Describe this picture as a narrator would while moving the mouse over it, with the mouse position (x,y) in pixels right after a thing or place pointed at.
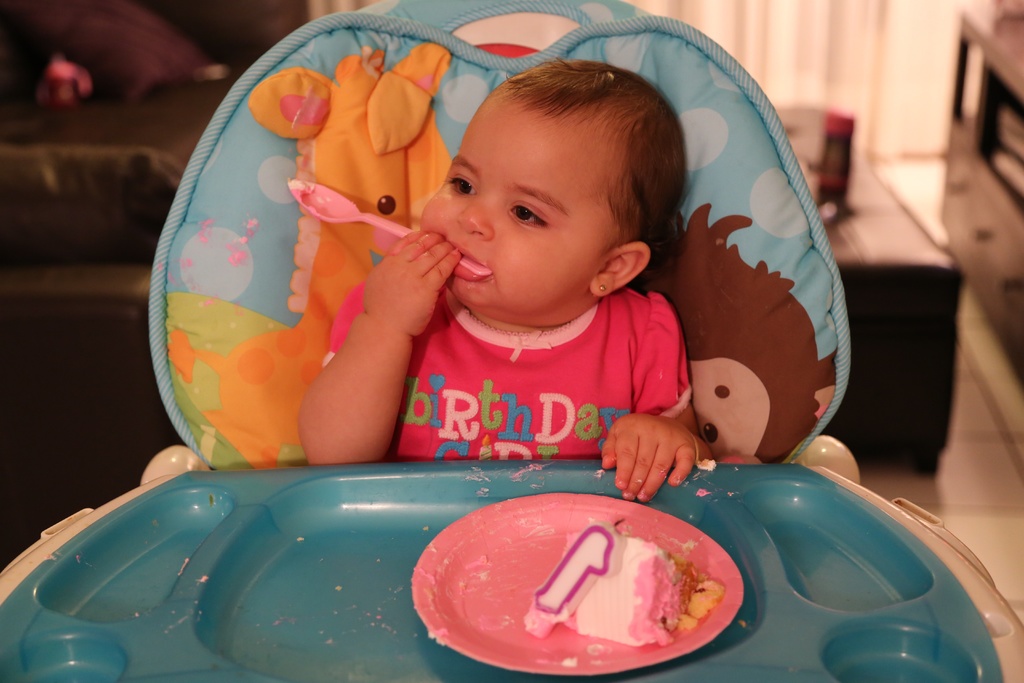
In this image there is a baby (462,326) sitting on the baby chair (68,637). In front of her there is a table (413,649). On top of it there is a food item (668,594) in a plate (505,613). There is a candle (564,590). There is a spoon (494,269) in her mouth (475,269). On the right side of the image (996,201) there is a wooden table (964,209). In front of that there is another table (867,275). On top of it there is some object (850,151). There are curtains (865,107).
